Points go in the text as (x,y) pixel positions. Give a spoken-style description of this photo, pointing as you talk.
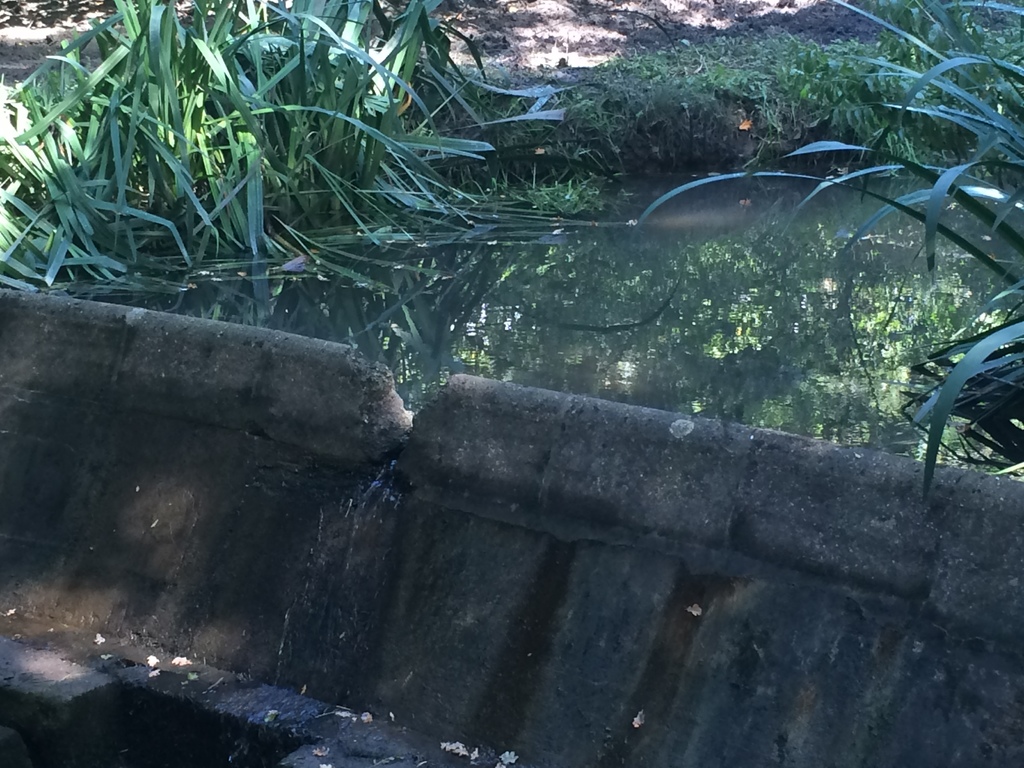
In this image we can see a pond (613,299). In front of the pond (750,281) there is a cement fencing (467,527). On the left (172,211) and right side of the image (989,397) there is a grass (281,114).
